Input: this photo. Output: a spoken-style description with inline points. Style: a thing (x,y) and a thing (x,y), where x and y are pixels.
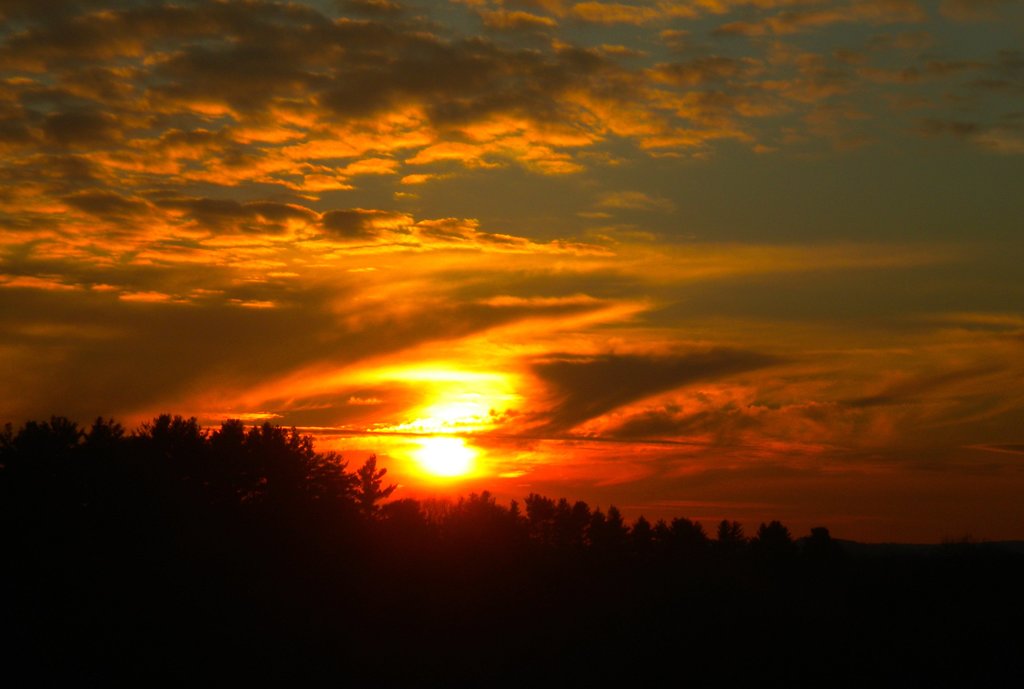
In this image we can see some trees (232,498), also we can see the sun (421,449), and the sky (555,255).
